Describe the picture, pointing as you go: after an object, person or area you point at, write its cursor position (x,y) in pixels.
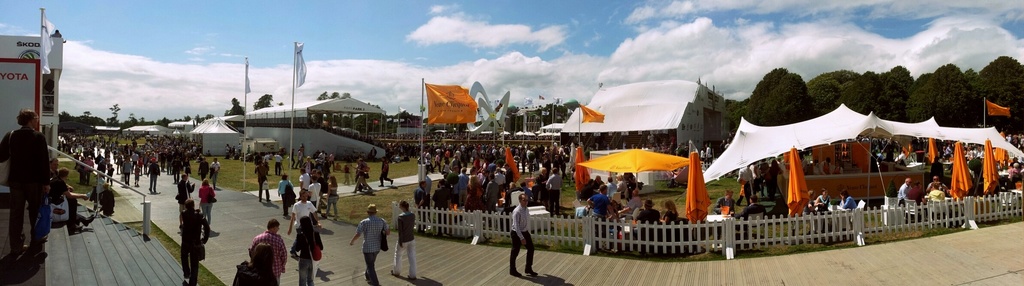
In this image there are a group of people (556,162), and also we could see some buildings (369,111), houses (628,92), poles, flags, tents (616,92). And on the left side (69,235) there is a staircase (70,240), flags (46,35). At the bottom (221,233) there is a walkway (503,257), grass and on the right side (973,197) there is a wooden fence (857,209), trees (882,114), and at the top (696,33) there is sky (539,34).
